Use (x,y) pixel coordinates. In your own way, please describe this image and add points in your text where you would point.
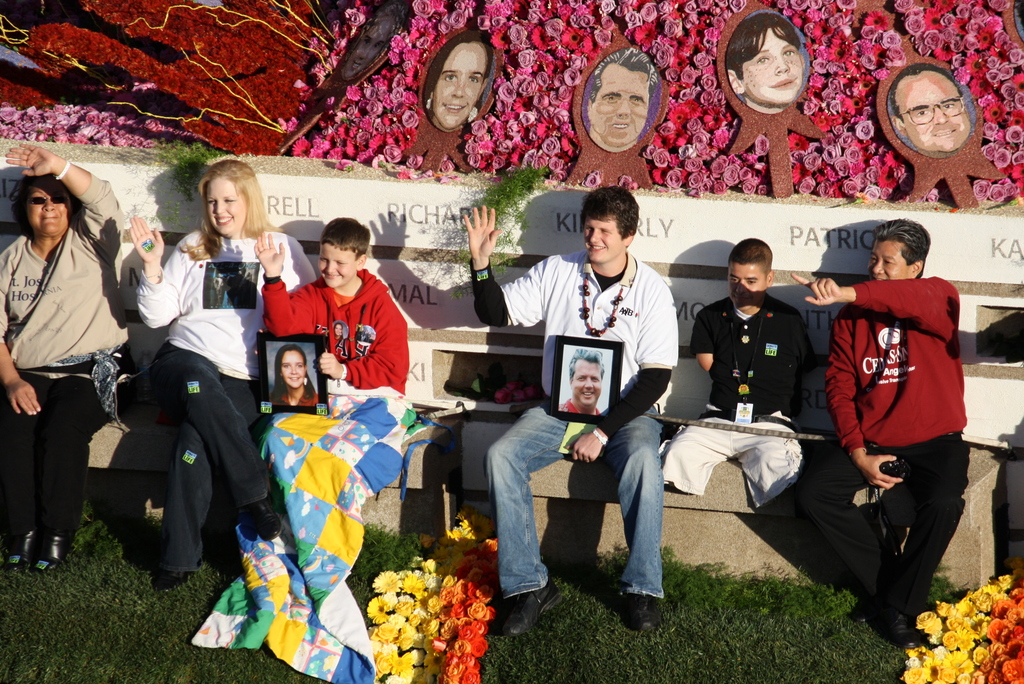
In this picture we can see a group of people (112,372) sitting on benches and two (628,396) are holding frames (317,336) with their hands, flowers (416,588), grass (50,605) and in the background (904,97) we can see photos (904,97).
